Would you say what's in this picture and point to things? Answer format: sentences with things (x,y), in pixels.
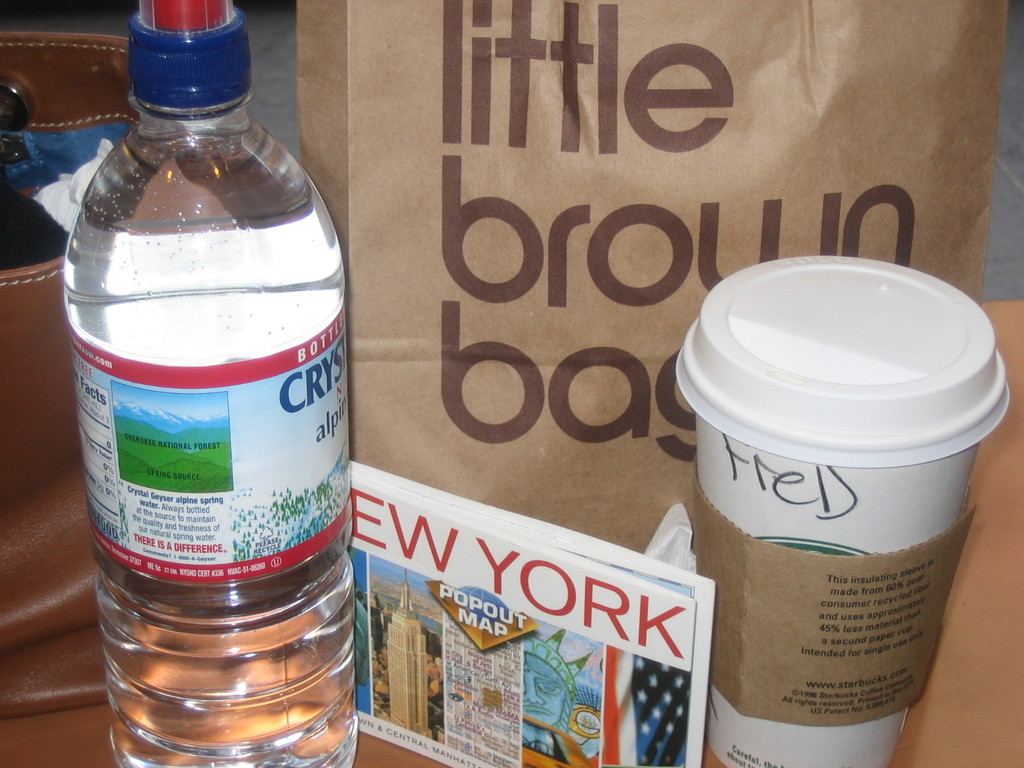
This picture is mainly highlighted with a water bottle (310,559), board (541,615), a glass (759,620), a carry bag (635,206) and a hand bag (59,423).
